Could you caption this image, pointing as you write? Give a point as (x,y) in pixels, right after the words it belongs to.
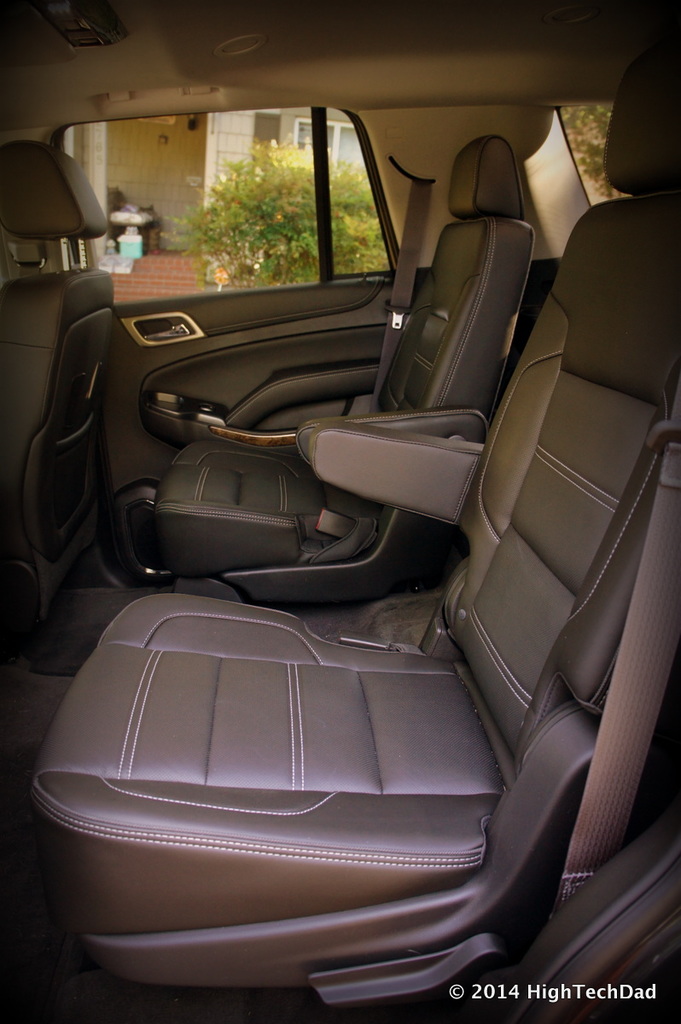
In this image we can see an inner view of a car (528,732) and a door (329,298). On the backside (279,253) we can see some plants (259,263).
